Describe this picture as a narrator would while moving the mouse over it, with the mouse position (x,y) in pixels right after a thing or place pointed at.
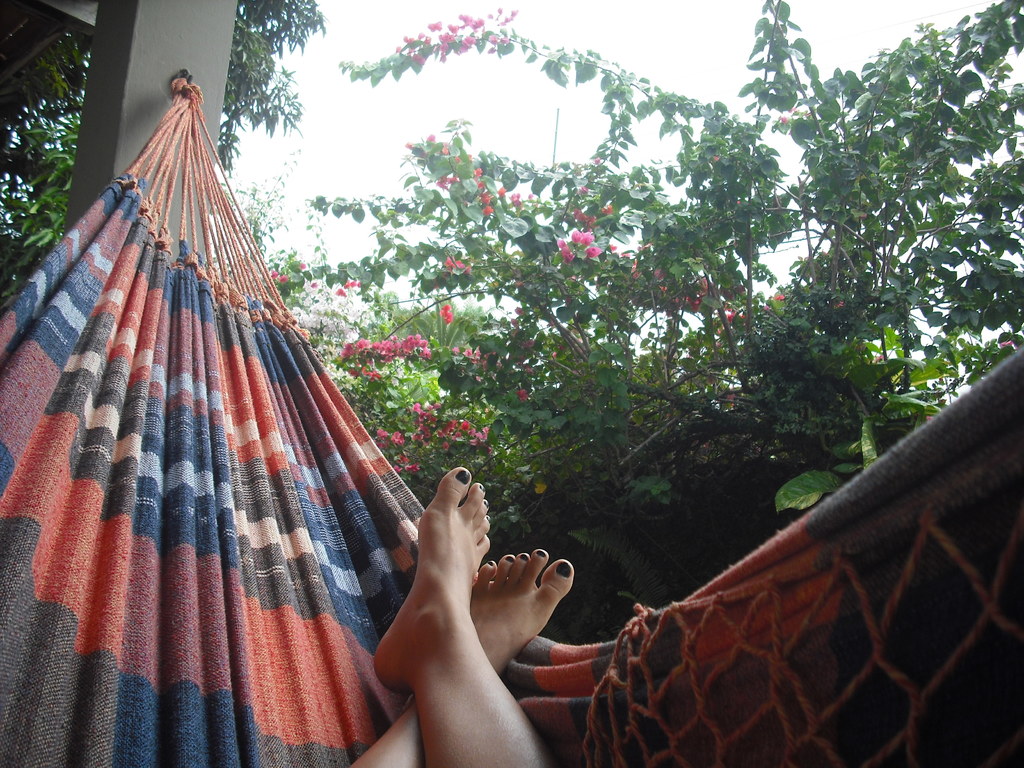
This picture shows trees (636,201) with flowers (442,24) and we see human legs (466,593) and we see a cloth (956,640) to the pillar (173,67) and a cloudy sky (684,25).
